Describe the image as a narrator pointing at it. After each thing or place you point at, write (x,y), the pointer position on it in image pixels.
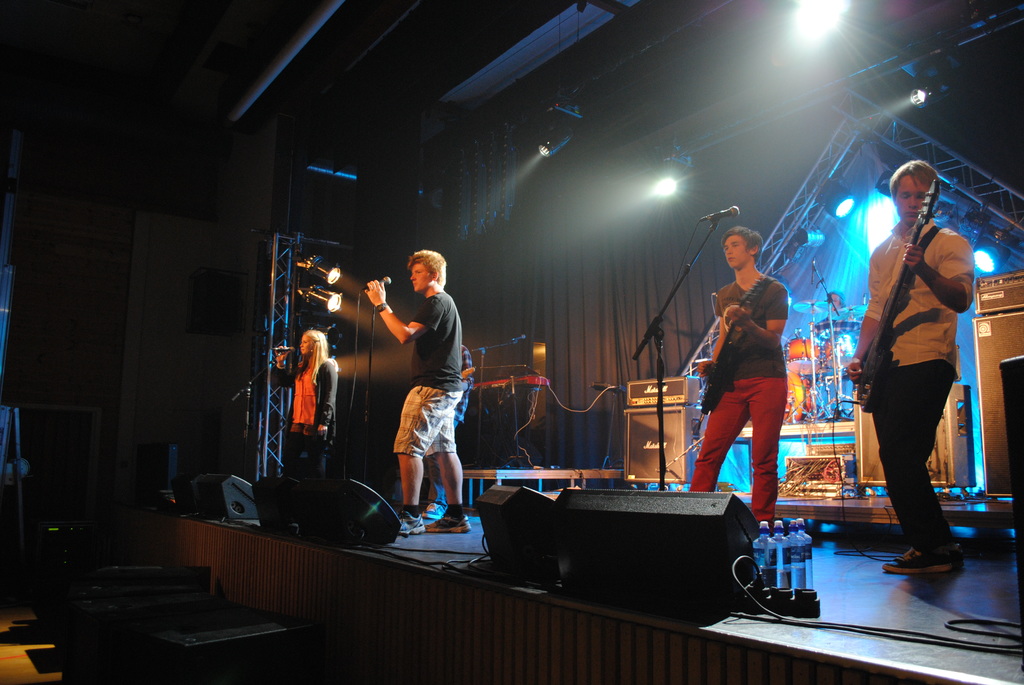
The picture is taken on the stage (503,684) where at the right corner (916,456) one person (932,357) is playing guitar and in the middle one person (752,339) is playing guitar (710,375), behind him there are drums (824,330), speakers (666,386) and microphones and at the left corner of the picture (331,383) on the stage (469,488) one woman (310,415) is singing, behind her another man (425,435) is singing in front of microphone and there are water bottles (780,546), speakers (319,529) on the stage (330,566).
